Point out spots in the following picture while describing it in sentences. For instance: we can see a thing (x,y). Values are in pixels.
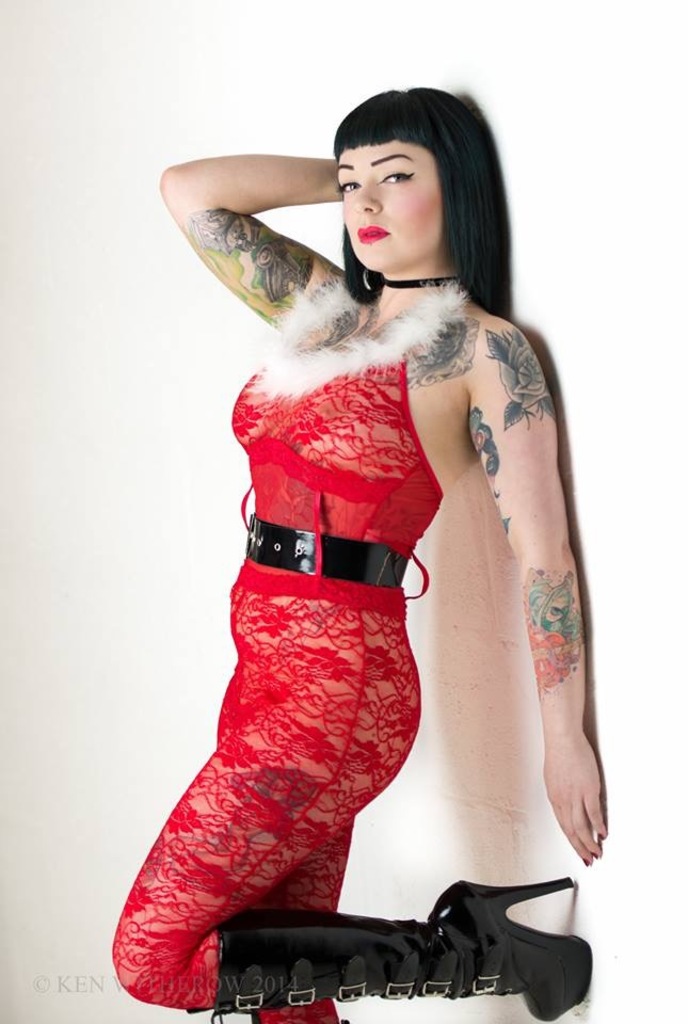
In the center of the image (279,522) a lady (325,624) is standing and wearing costumes (181,924) and heels (384,930). At the bottom of the image (115,992) there is some text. In the background of the image (238,516) there is a wall (159,486).
